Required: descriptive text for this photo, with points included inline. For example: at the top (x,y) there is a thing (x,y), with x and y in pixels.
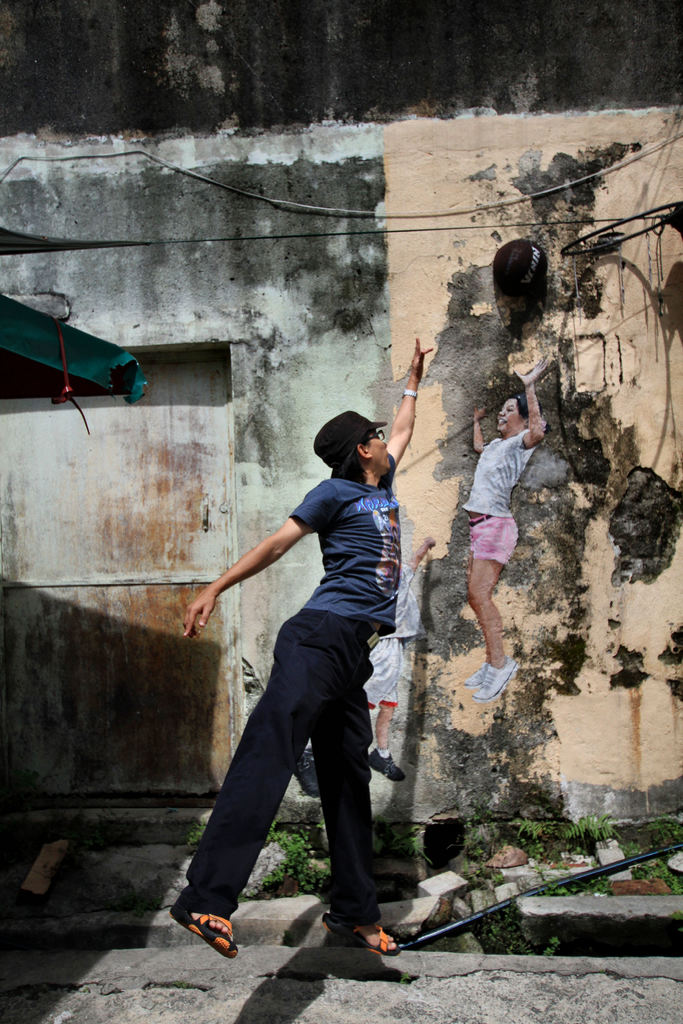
In this image there is a person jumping on the path (221,1017), and in the background (309,843) there is grass (299,847), iron rod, painting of two persons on the wall (413,177).
